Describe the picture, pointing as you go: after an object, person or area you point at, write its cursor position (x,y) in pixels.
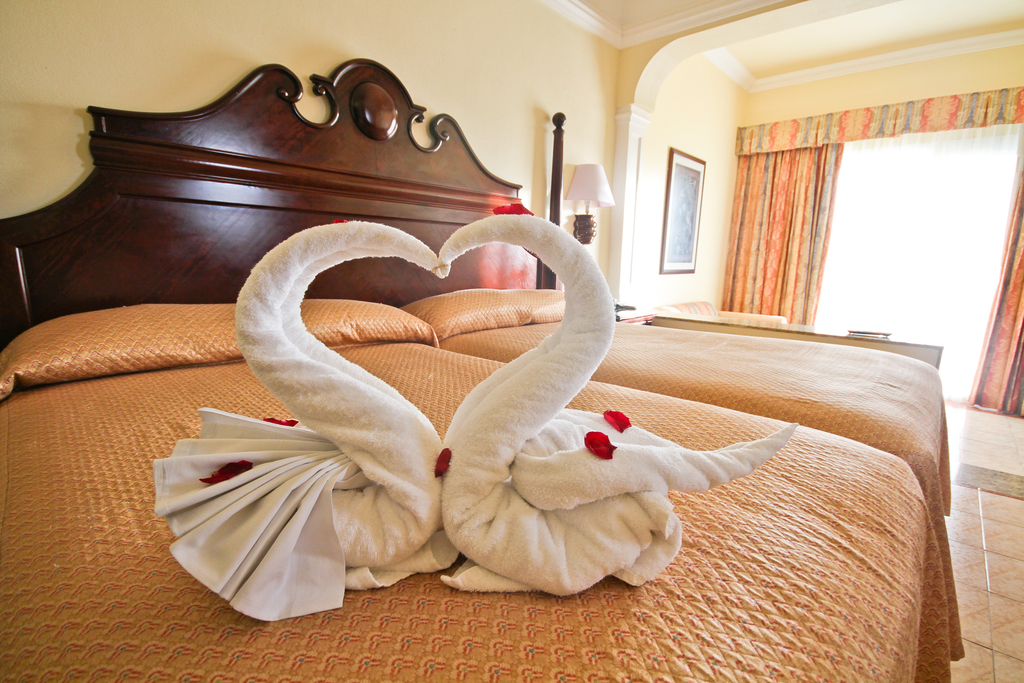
In this picture there is a bed (105,478), pillow (128,337) and blanket (122,495) and over here there is a window (940,225).
